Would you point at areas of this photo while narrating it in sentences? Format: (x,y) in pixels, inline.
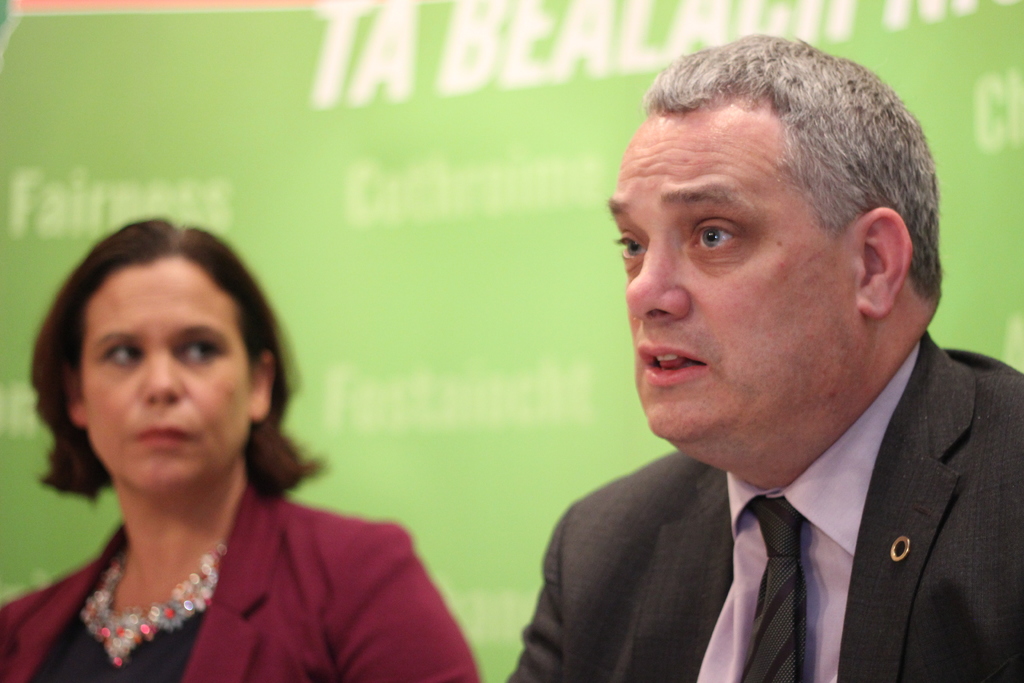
As we can see in the image there are two people (179,352) and green color banner (267,89).
